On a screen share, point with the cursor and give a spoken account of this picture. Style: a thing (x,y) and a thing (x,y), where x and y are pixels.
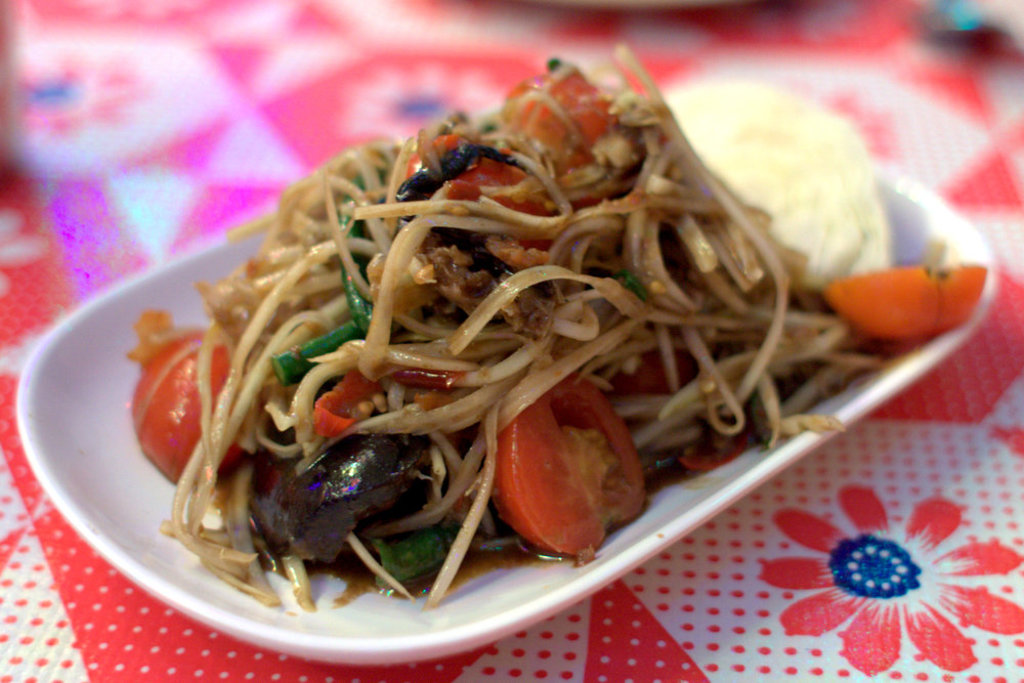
In this image there is a bowl (516,624) on the cloth (685,562), there is food (510,442) in the bowl (78,388), the top of the image (614,62) is blurred.
